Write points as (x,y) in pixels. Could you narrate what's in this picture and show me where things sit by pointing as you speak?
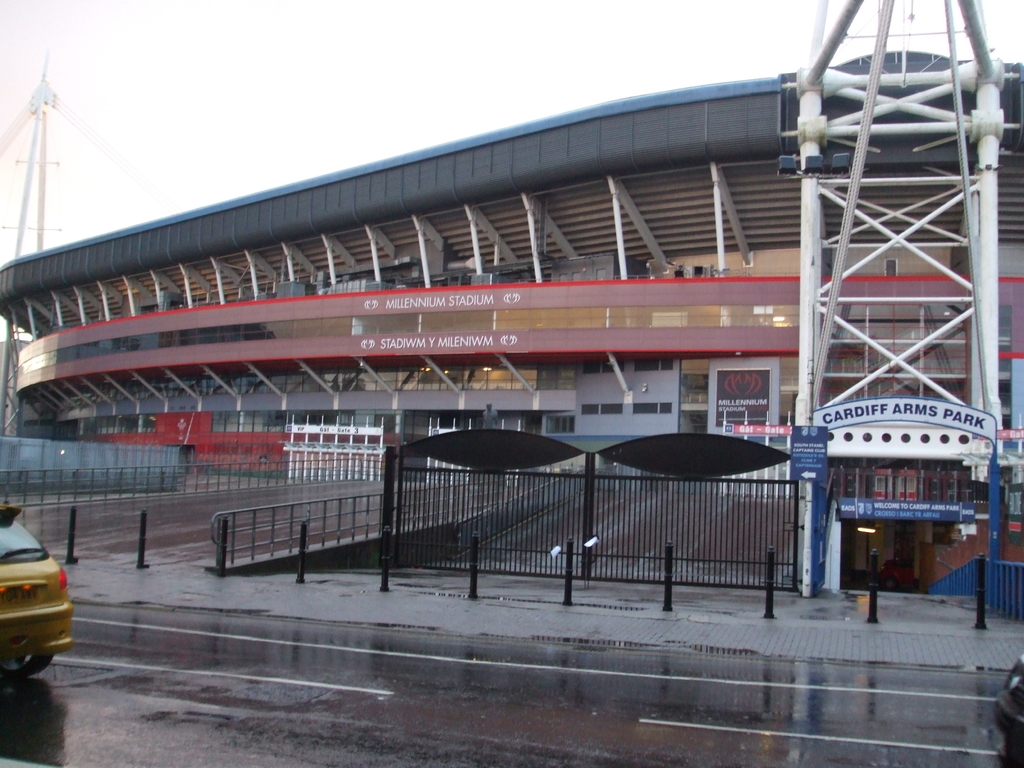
In this image we can see a building (379,376) with a sign board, lights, poles (746,253) and some windows (247,379). We can also see a pathway (255,503) with a fence (251,486) and some divider poles (769,591). On the bottom of the image (531,629) we can see some vehicles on the road (721,702), a footpath (747,630) and a fence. On the backside (294,177) we can see a tower (41,140) and the sky (106,151) which looks cloudy.
